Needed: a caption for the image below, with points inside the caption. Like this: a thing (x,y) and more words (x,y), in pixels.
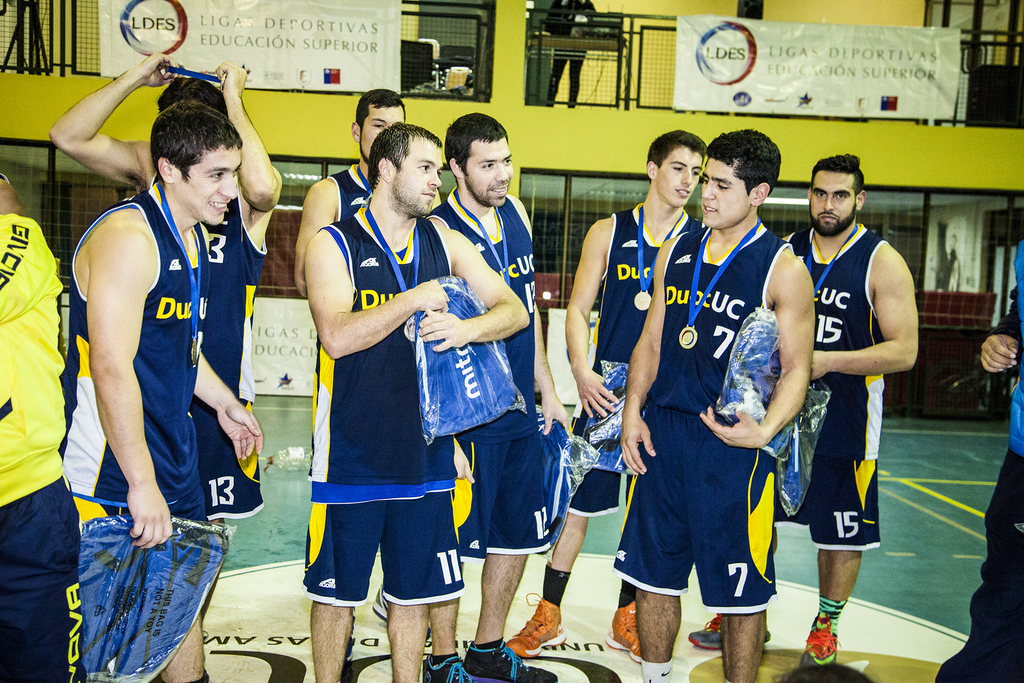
In this image we can see many people (367,261). Some are wearing medals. And some are holding something in the hand (456,322). In the back (296,40) there are banners (303,24). Also there are railings (569,54).
